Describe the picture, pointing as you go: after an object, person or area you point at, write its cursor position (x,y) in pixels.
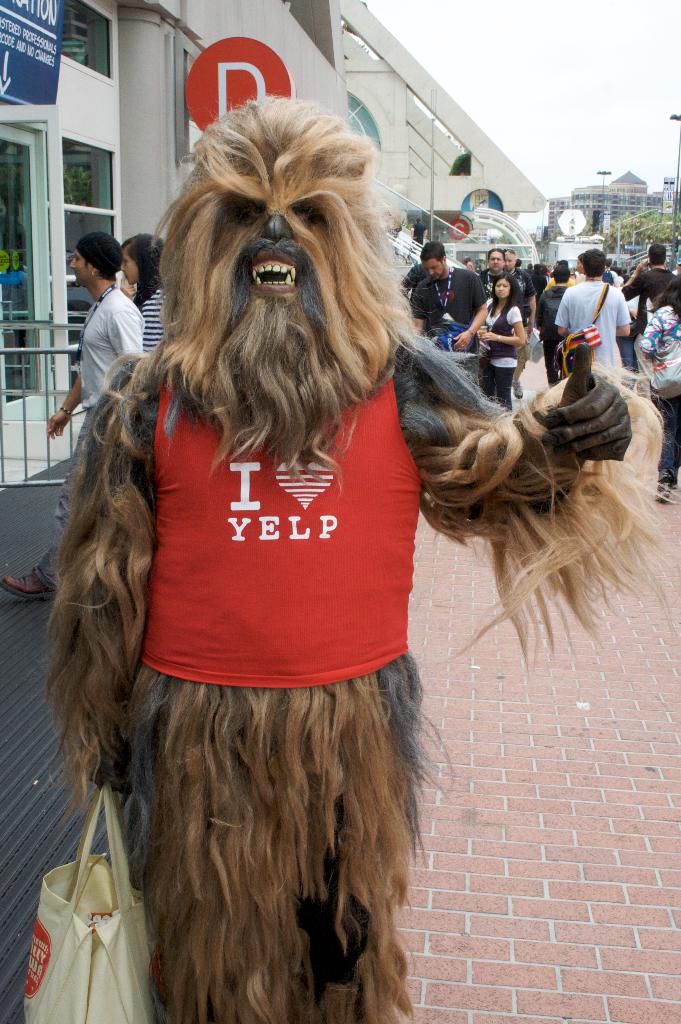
In the picture we can see a person (255,957) standing with a costume of Wookiee (273,950) and holding a bag (108,791) in the hand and behind we can see many people (592,257) are walking on the path (526,858) and beside them, we can see a building wall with glass windows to it and in the background (523,91) we can see some trees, poles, houses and sky (494,91).
